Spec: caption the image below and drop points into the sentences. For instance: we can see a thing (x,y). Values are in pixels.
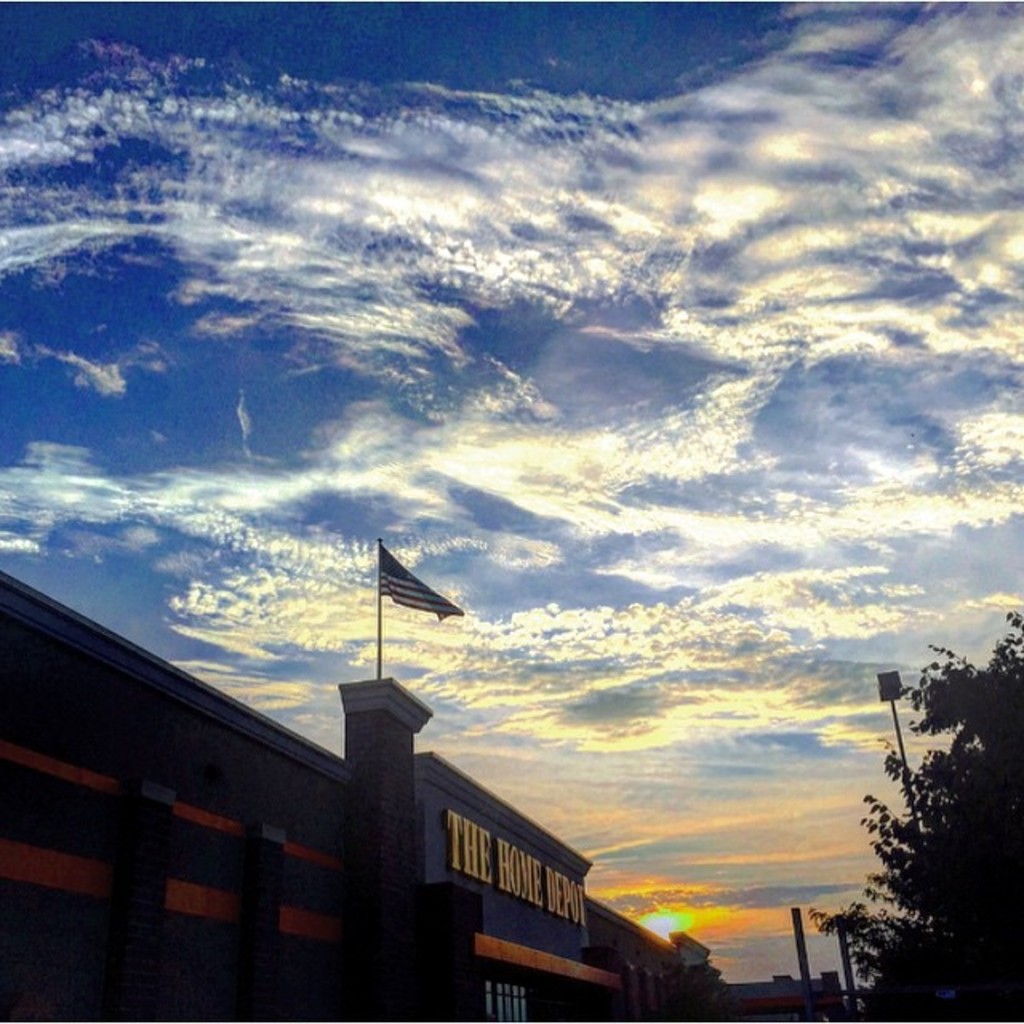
In this image I can see at the bottom (508,884) there is a building (526,866) and a flag (387,590) is there on it. On the right side (952,885) there are trees (964,905), at the top (542,283) it is the sky (496,434).
